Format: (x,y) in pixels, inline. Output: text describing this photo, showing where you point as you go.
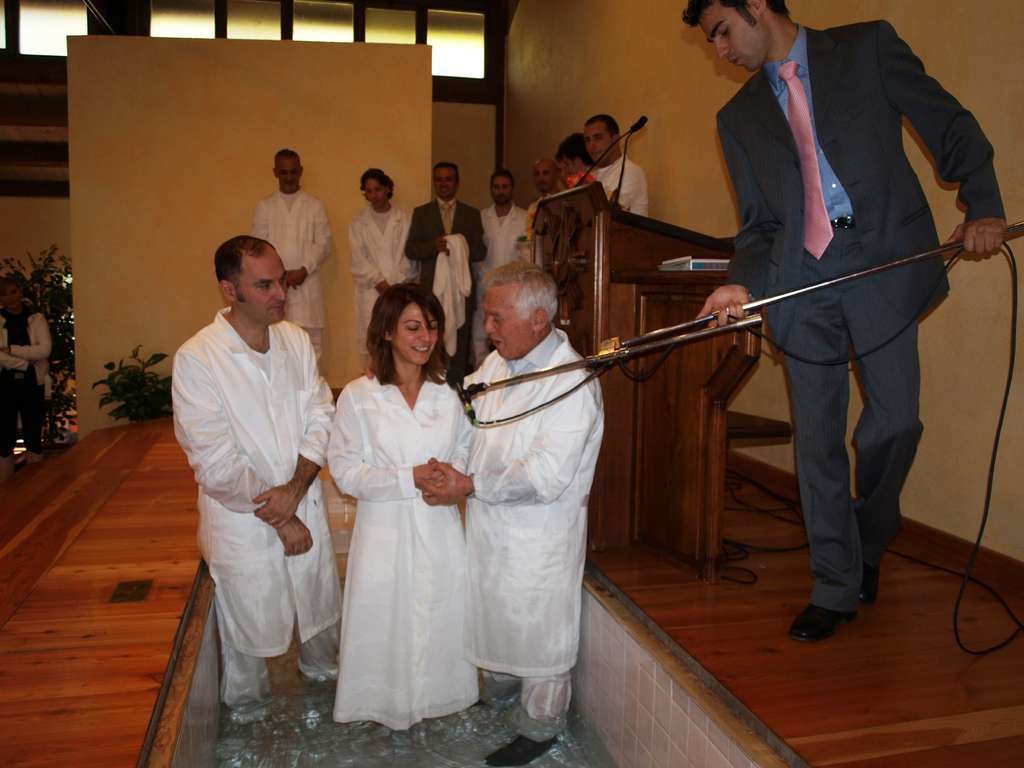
In this image we can see a group of people (455,217) standing on the stage (775,524). In that a man (881,402) is holding a mic (466,409) with a stand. We can also see a speaker stand (645,369) and some wires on the stage (912,574). In the center of the image (531,452) we can see three people (477,616) standing in a pool of water (363,723). On the left side (143,388) we can see some plants (143,403) and a person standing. We can also see some windows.
